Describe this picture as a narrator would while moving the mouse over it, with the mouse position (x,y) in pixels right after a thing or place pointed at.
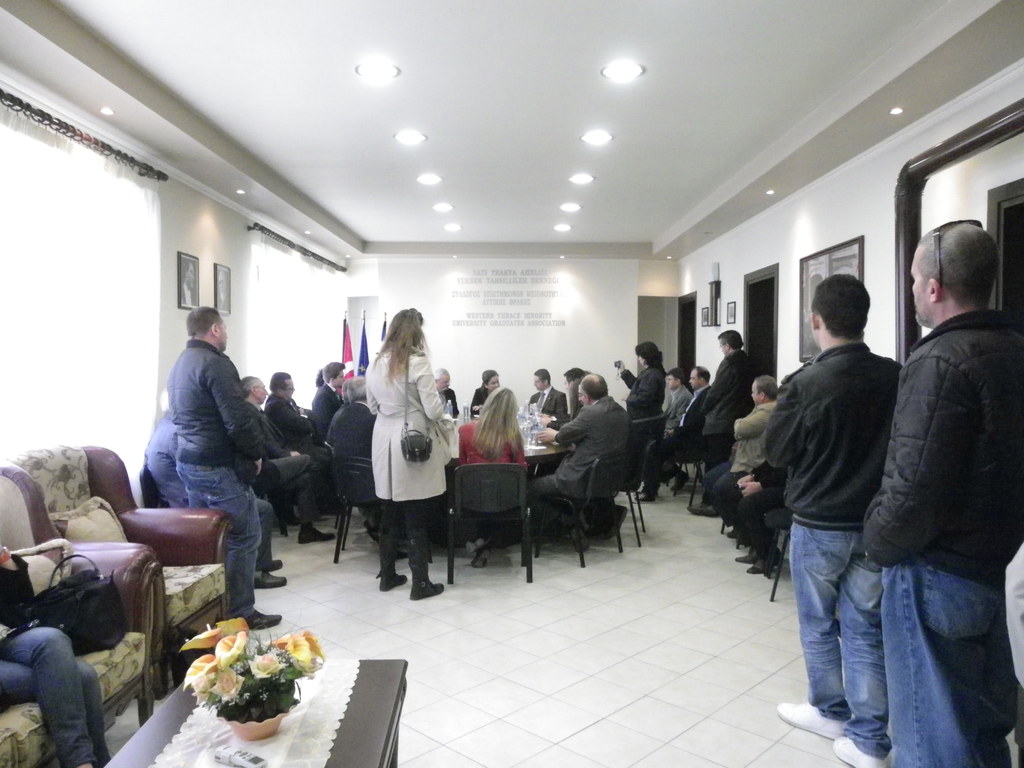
In this picture we can see group of people (583,455), few are seated on the chairs (616,476) and few are standing, at the bottom of the image (273,697) we can see a flower vase (227,676) on the table (348,708), in the background (574,266) we can see a hoarding (556,287), few flags (383,335), lights (456,255) and frames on the wall (742,289).
